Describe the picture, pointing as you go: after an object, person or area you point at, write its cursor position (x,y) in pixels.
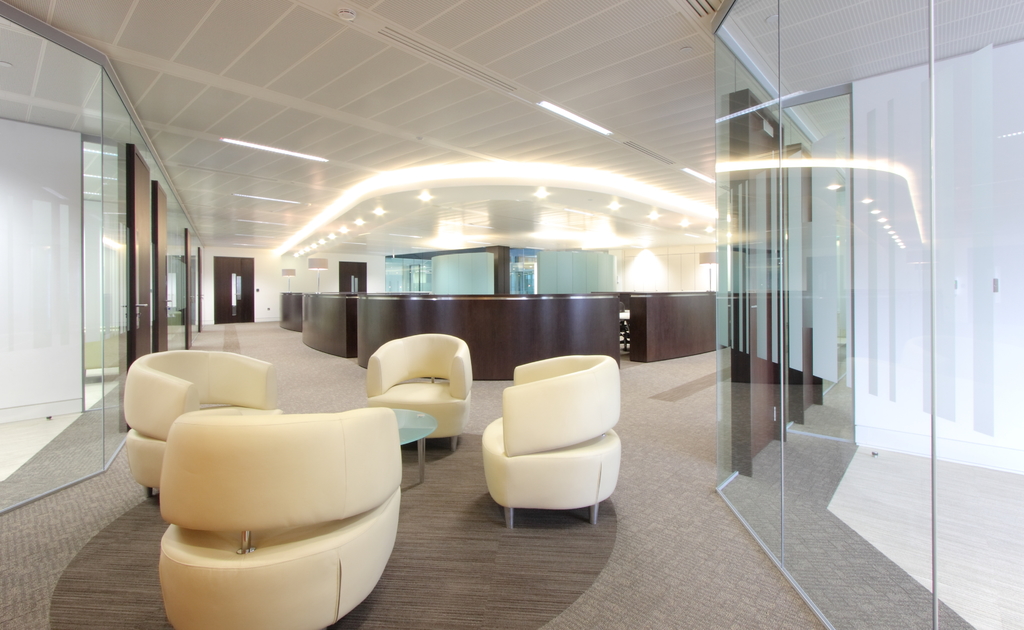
In this picture I can observe white color chairs (193,369) and a table (409,425). On the right side (846,224) I can observe glass (758,406). In the background (310,300) there is a brown color desk (361,322) and I can observe some lights (399,173) in the ceiling (442,196).
